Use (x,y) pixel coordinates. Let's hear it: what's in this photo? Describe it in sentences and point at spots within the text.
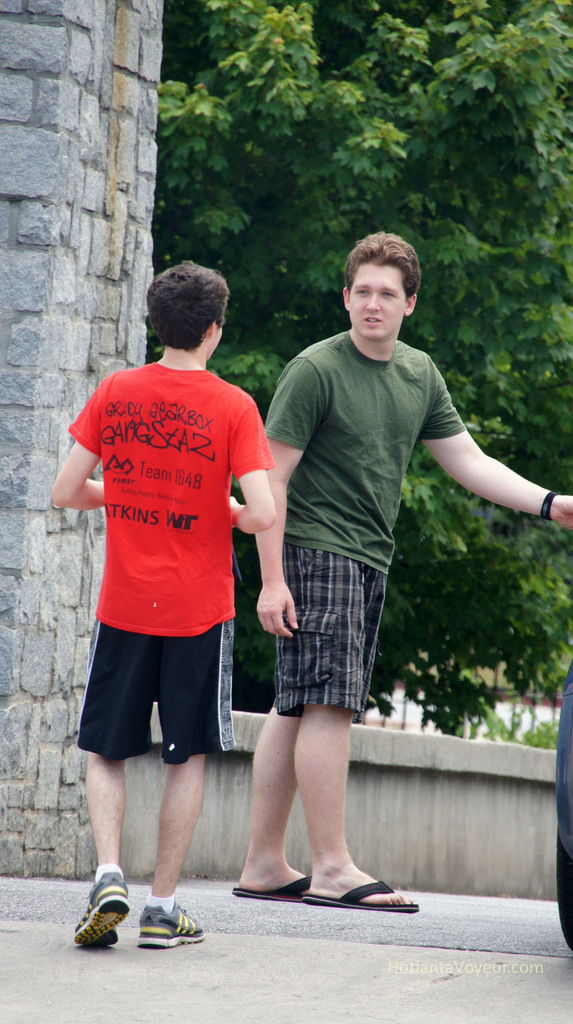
In this picture we can see two men (462,437) standing on the road (215,986), wall (36,105) and in the background (383,229) we can see trees (444,287).
